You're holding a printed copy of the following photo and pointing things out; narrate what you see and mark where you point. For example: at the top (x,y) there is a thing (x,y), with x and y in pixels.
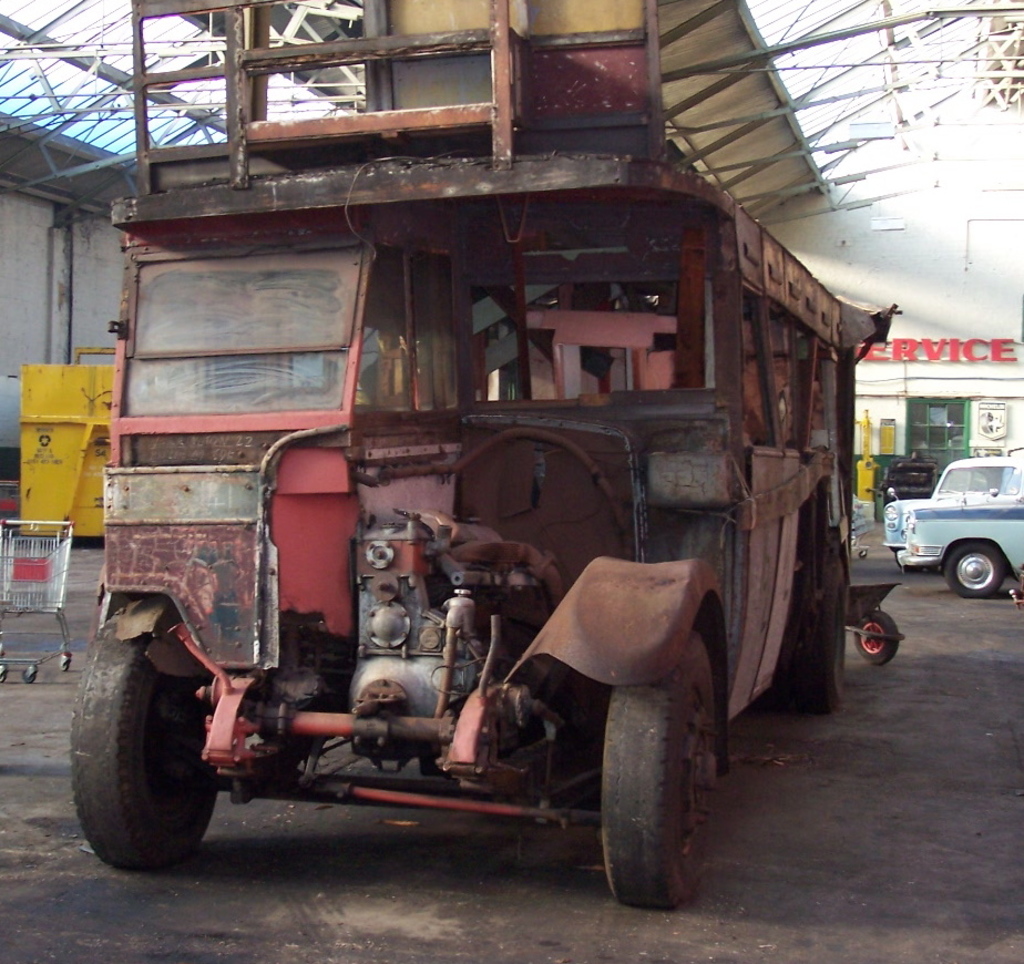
In this picture I can see few cars (917,517) and text (967,341) on the wall (944,282) and it looks like a bus (309,512) and I can see a shopping cart (28,567) on the left side of the picture (17,544).
